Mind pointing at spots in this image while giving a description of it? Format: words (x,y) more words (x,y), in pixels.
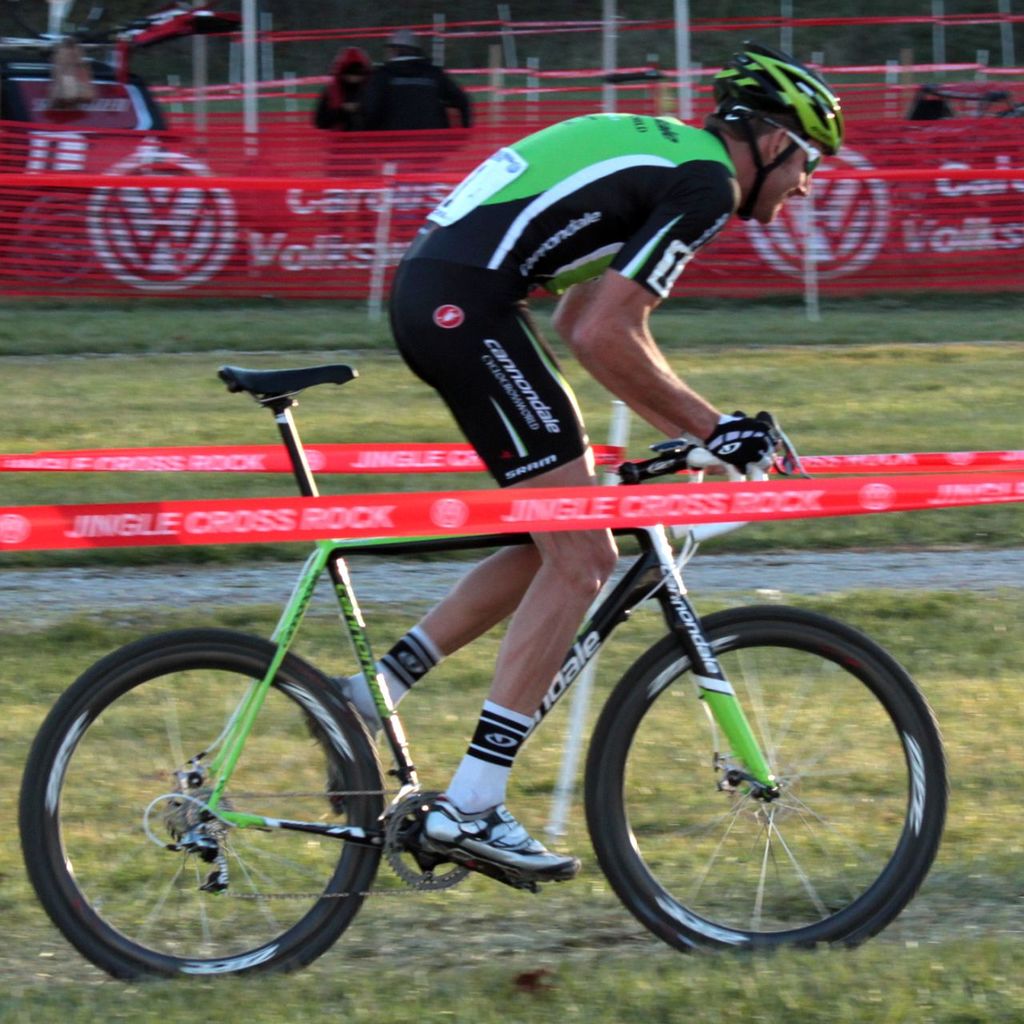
In this image I can see a person (492,331) wearing black, green and white colored dress (608,218) and green color helmet (759,108) is riding a bicycle (307,563) which is black and green in color. I can see two red colored bands (602,514) and in the background (355,206) I can see few persons (432,129), a board (359,225), some grass (467,39) and few white colored poles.
